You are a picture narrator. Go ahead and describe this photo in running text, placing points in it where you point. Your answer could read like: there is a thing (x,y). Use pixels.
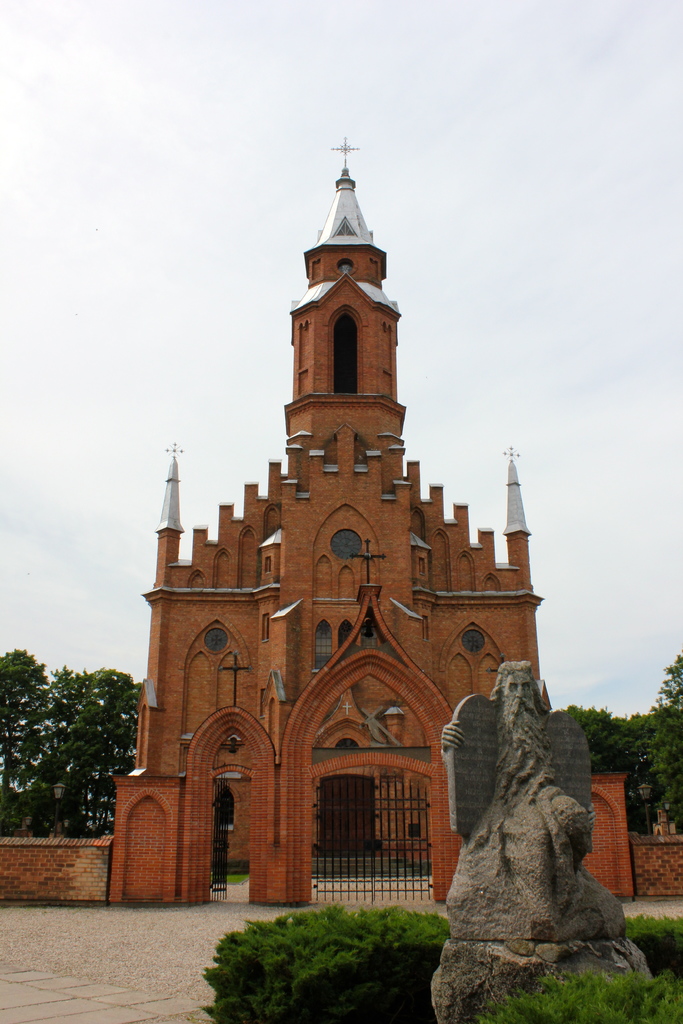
In this image, in the middle (353,670) there is a building (342,642). At the bottom (537,798) there are plants (385,926), statue (579,910), floor (164,943). In the background (641,760) there are trees (680,789), sky (322,183), clouds (200,218).
